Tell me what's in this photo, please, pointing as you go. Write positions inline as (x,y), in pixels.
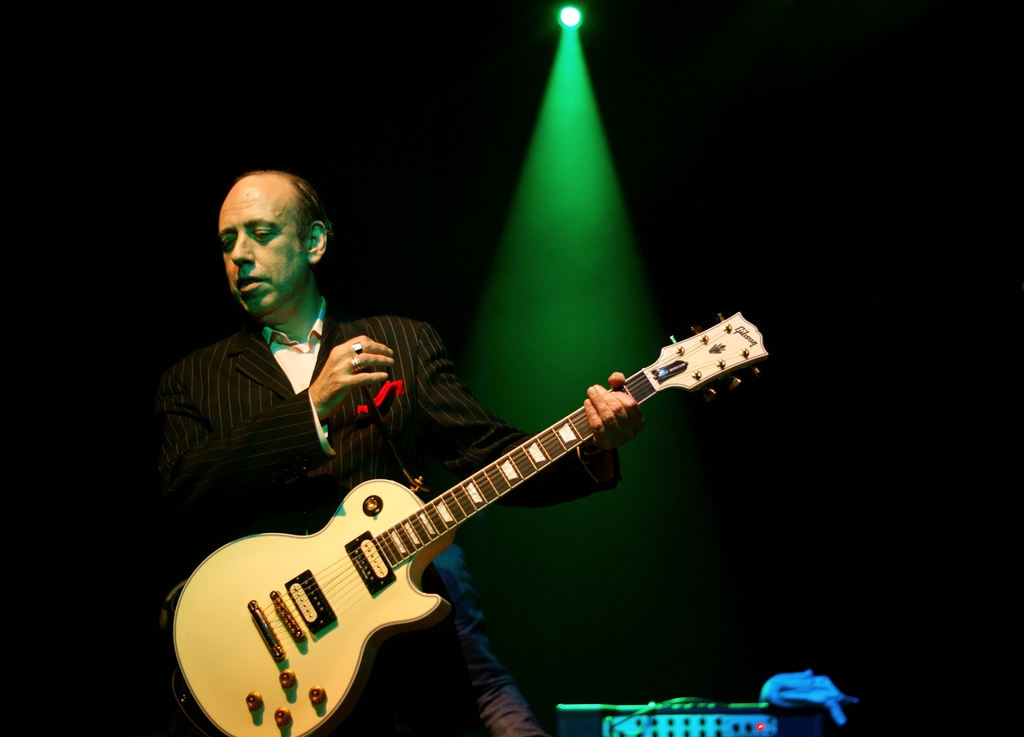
In this image I can see a man (423,641) wearing black color suit (372,435), standing and holding a guitar (374,601) in his hand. On the top of the image (585,77) there is a light (582,121). On the bottom of the image (668,725) I can see a box (732,714).
